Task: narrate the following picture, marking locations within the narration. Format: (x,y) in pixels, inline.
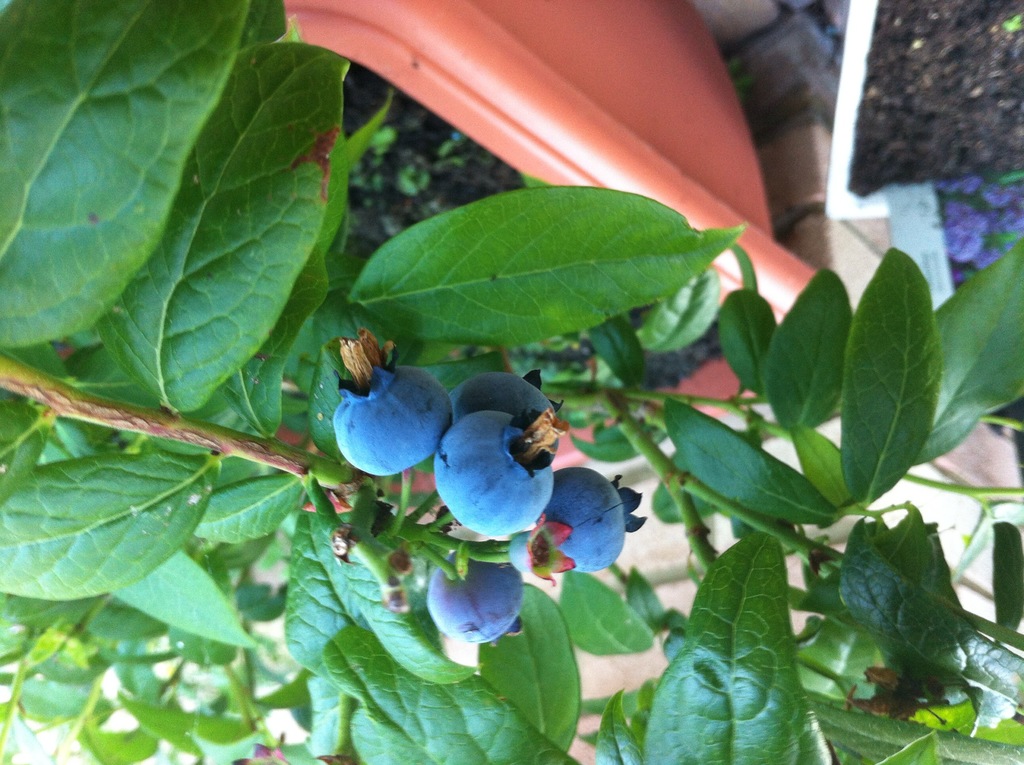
In this image we can see blueberries (486,591) on plants (488,549). Also we can see pots (579,148) with soil (878,132).
